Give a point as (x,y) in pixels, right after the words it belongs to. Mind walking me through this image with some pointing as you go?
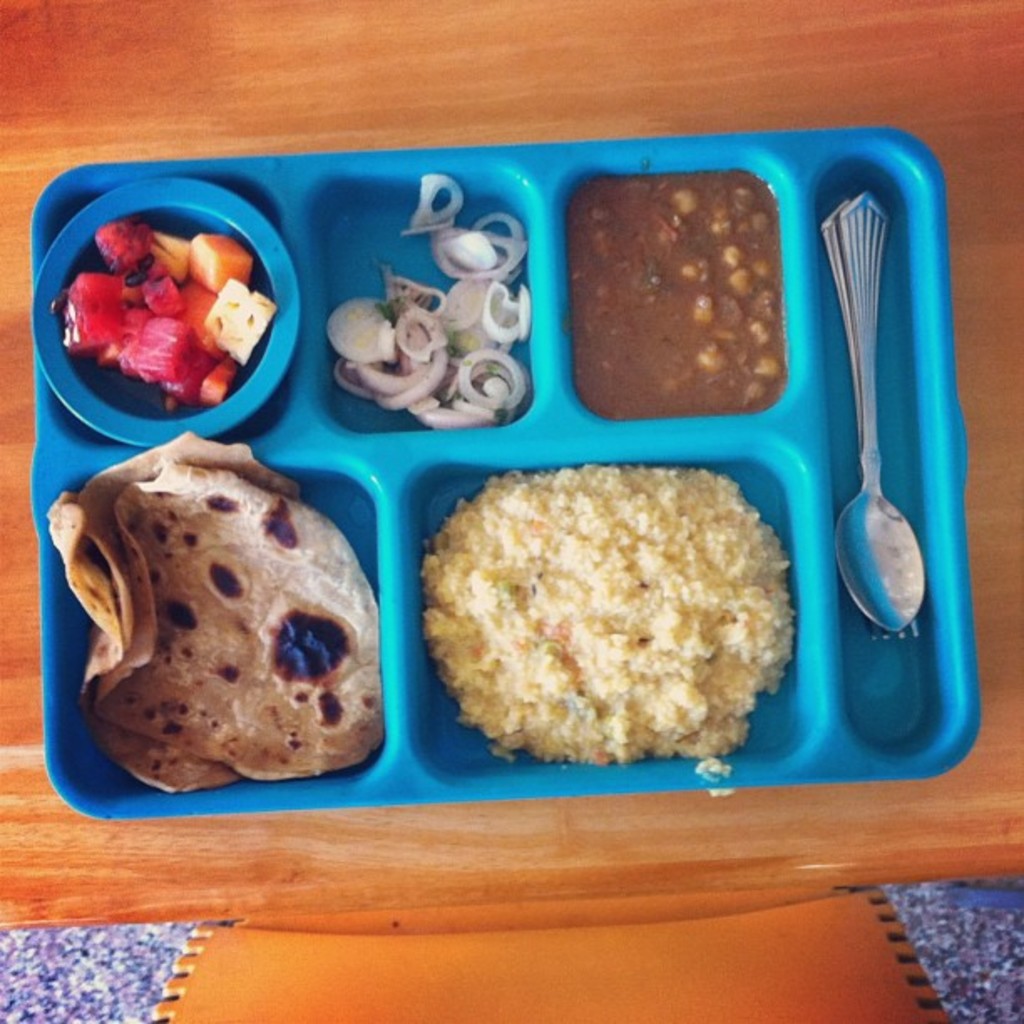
In this picture, we see a blue plate (400,450) containing the chapatis (244,513), chopped onions (422,343), rice (651,510), curry (685,330) and a spoon (903,558) is placed on the table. We even see a bowl (203,205) containing the chopped fruits (196,277) is placed in the plate (272,417). At the bottom (459,943), we see an orange chair (665,966) and the cloth (904,912) in blue color.
